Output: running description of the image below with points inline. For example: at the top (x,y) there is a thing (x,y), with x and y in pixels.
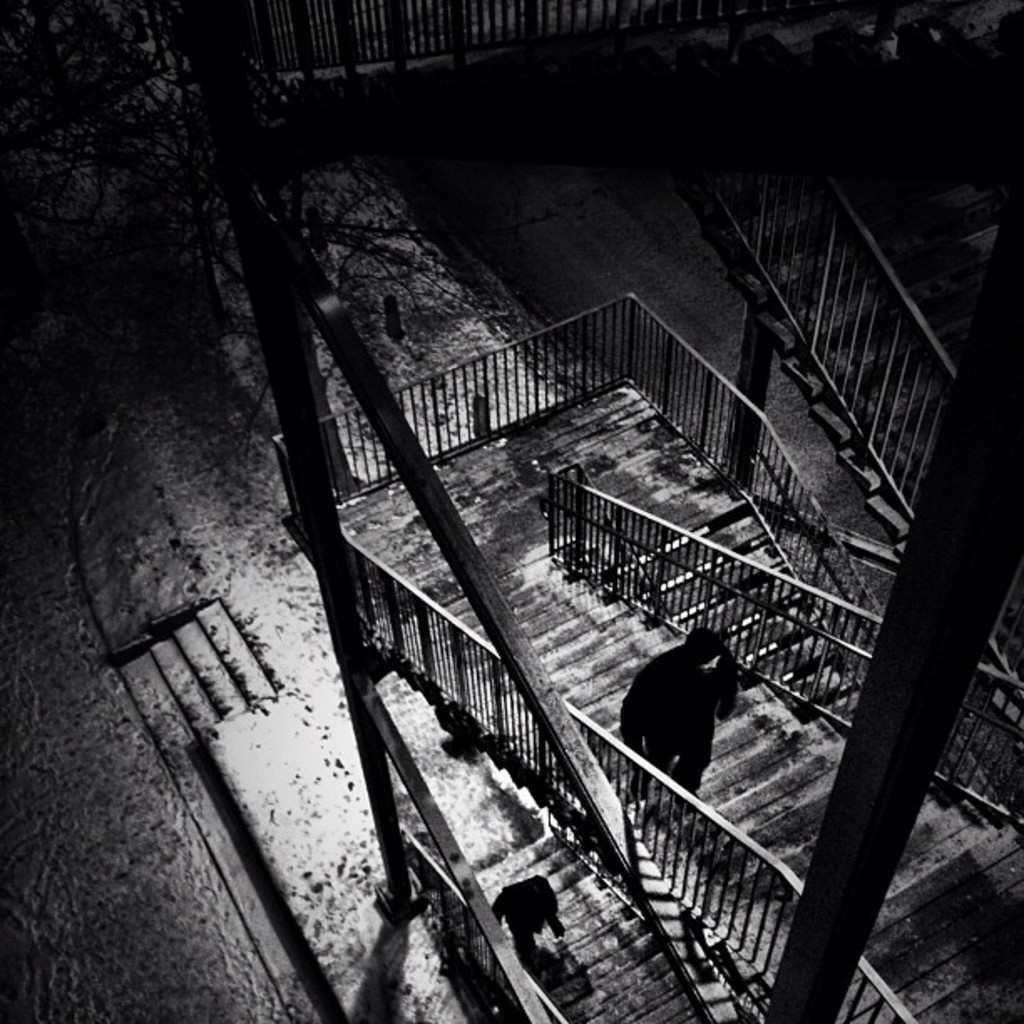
It is a black and white picture. In the center of the image (652,677) we can see two people (546,893) are walking. And we can see the fences (597,812), staircases (560,859), one tree (157,212) and a few other objects (932,99).
